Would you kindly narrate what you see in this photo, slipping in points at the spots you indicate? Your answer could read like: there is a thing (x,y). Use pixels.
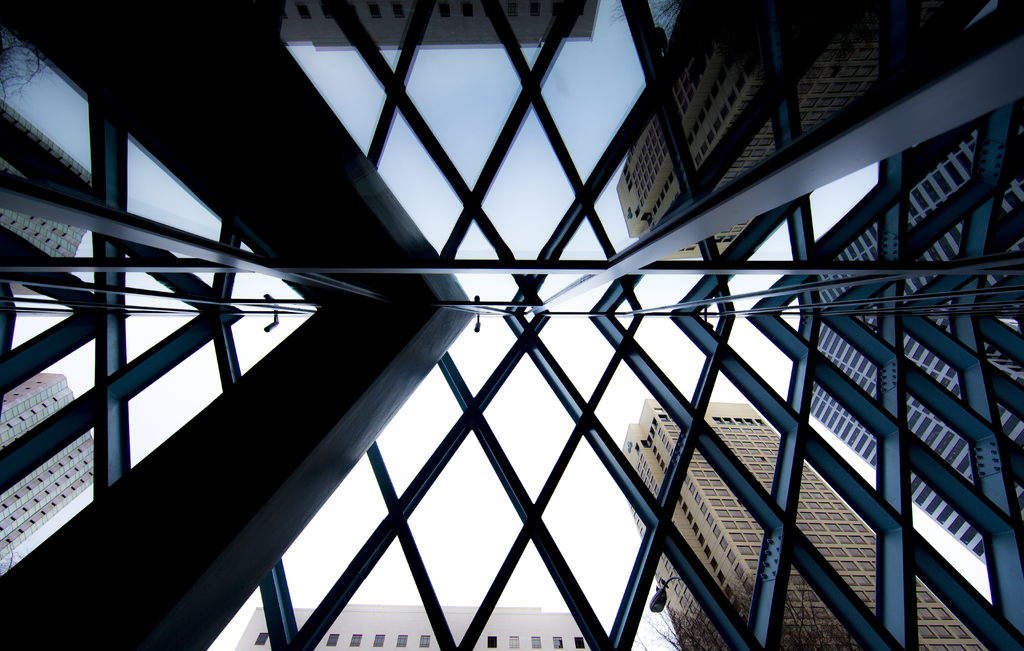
In this image we can see buildings (0,425), windows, light pole (663,601), and a tree (700,621), and we can see those reflections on the mirror (474,130), also we can see the sky (449,533).
